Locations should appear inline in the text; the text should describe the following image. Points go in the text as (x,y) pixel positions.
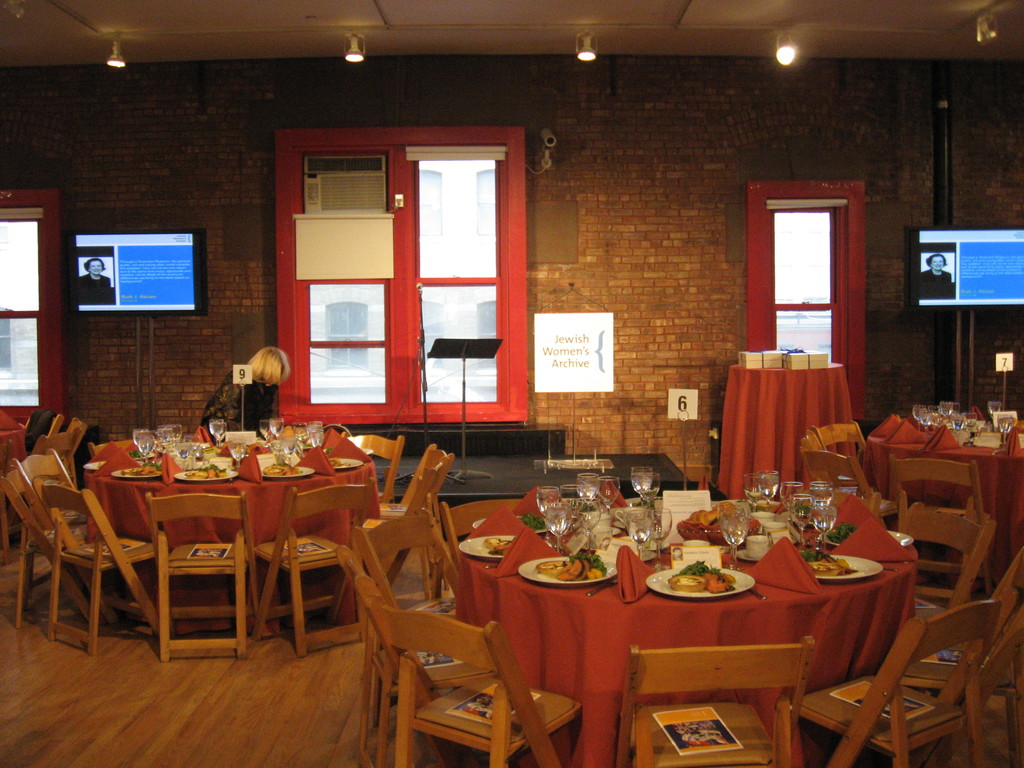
I think this picture was taken in the restaurant (556,172). Here is a person (256,414) standing. These are the tables (656,624) covered with the cloths (685,608). I can see the wine glasses (237,457), plates (338,465), napkins (637,581) and few other things (694,557) are placed on the tables (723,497). This looks like a stage (494,453). I think this is a music stand (436,350). These are the windows (373,313) with the glass doors (803,262). I can see the televisions (932,277), which are on the stands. This looks like a CCTV camera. I can see a pole (948,181). I think this is an air conditioner (344,198), which is fixed to a window (412,209). At the top of the image (353,29), I can see the lights (979,40), which are attached to the ceiling (713,49). This is a floor (209,706). I can see the papers (703,742) on the chairs (109,535).
